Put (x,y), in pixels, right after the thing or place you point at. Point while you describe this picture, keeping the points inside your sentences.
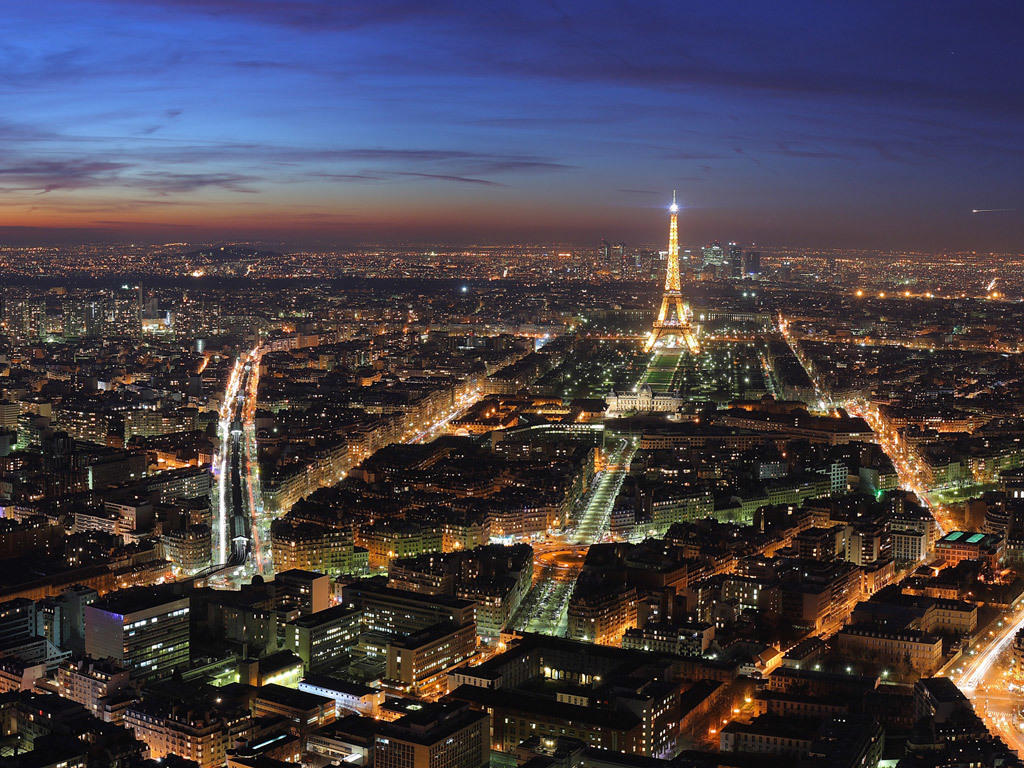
In this image I can observe an Eiffel tower (669,269) and a city (574,479). In the background (485,208) I can see sky (642,187).
